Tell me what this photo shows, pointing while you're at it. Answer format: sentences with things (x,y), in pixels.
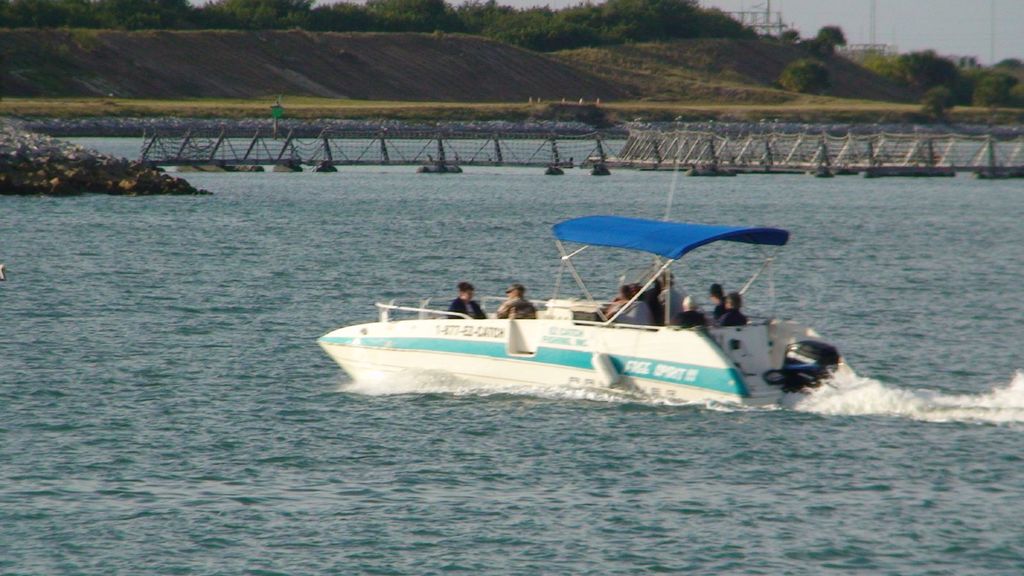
In this image, we can see people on the boat (630,340) and in the background (349,130), there are trees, hills (478,86), rocks (157,176), poles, towers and we can see fences (686,160). At the bottom (232,459), there is water (373,466) and at the top (931,24), there is sky (931,23).
